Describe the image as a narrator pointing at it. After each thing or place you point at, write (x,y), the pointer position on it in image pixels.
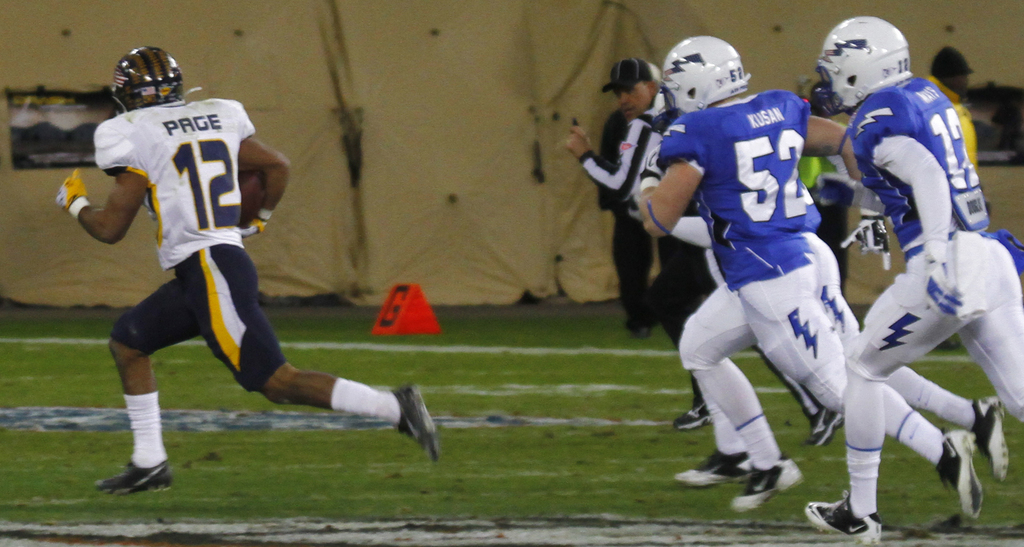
In this image there are four men (727,219) running, there are three men (692,192) wearing helmets (133,65), there are two men (655,99) wearing caps (942,59), there is grass (400,455) towards the bottom of the image (473,467), there is an object (416,323) on the grass (406,370), at the background of the image (372,283) there is an object (411,168) that looks like a curtain (461,131).
